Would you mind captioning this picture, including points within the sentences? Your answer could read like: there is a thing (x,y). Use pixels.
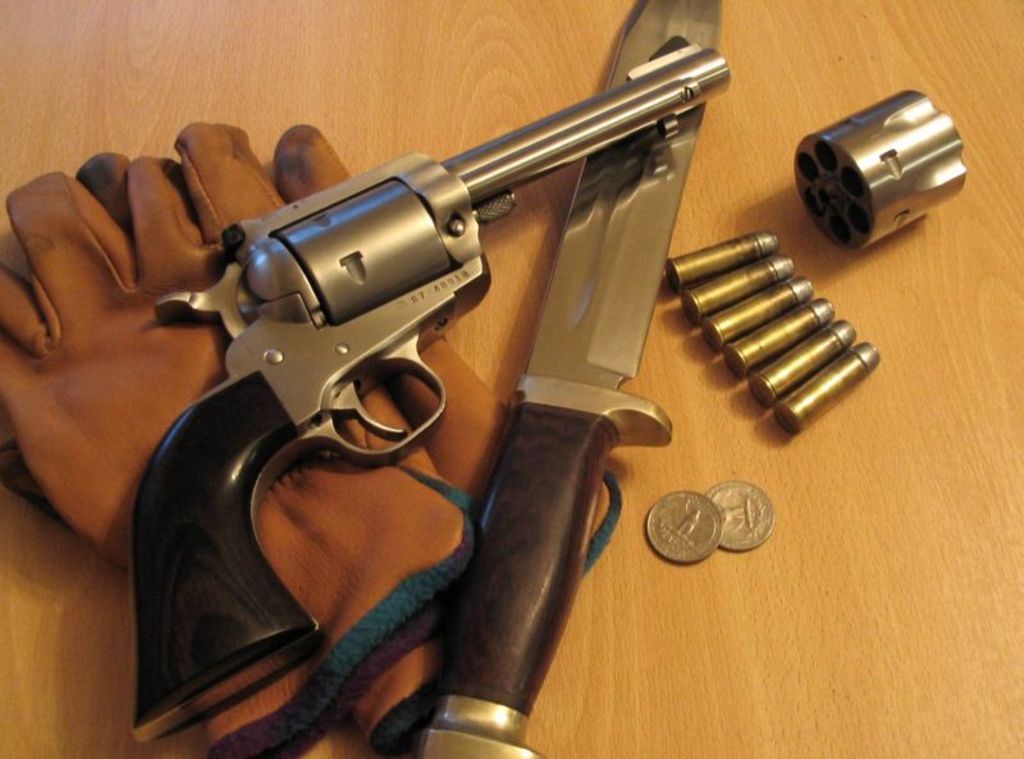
In this picture there is a gun (182,675), knife (639,178) and there are coins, bullets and gloves (423,553) and there is an object (961,138) on the table (863,553).
